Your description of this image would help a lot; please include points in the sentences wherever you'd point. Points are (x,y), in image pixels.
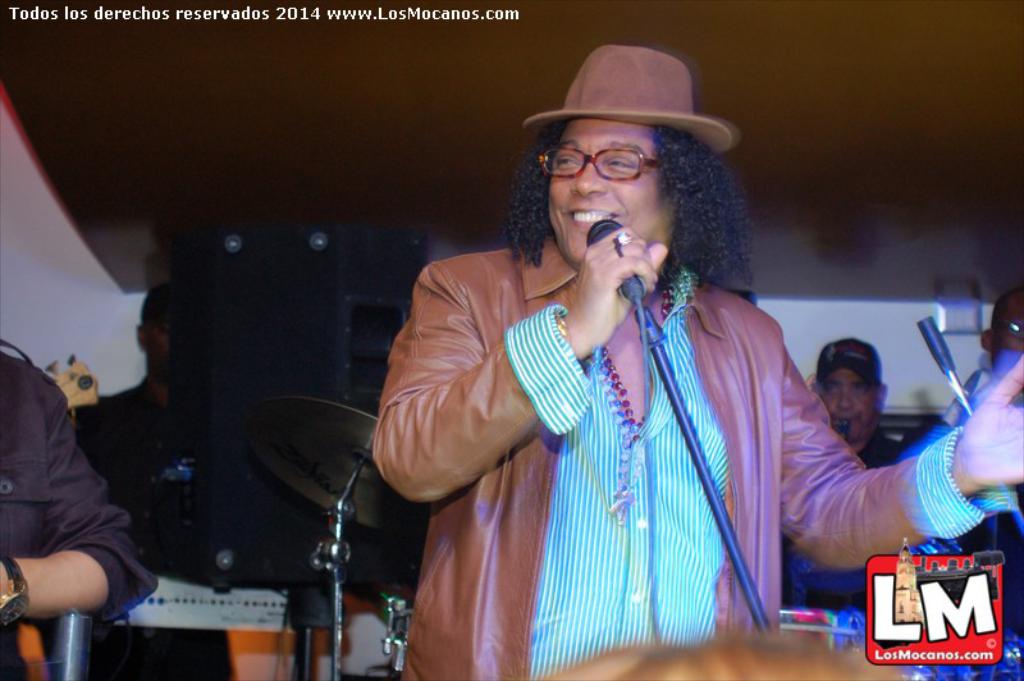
Here we can see a person (691,584) standing in the center (413,312). He is wearing a coat (786,497) and he is holding a microphone (611,231) in his hand (591,251) and he is smiling. Here we can see a speaker (243,511) on the left side (326,333). There is a person (174,404) behind the speaker (191,404).
